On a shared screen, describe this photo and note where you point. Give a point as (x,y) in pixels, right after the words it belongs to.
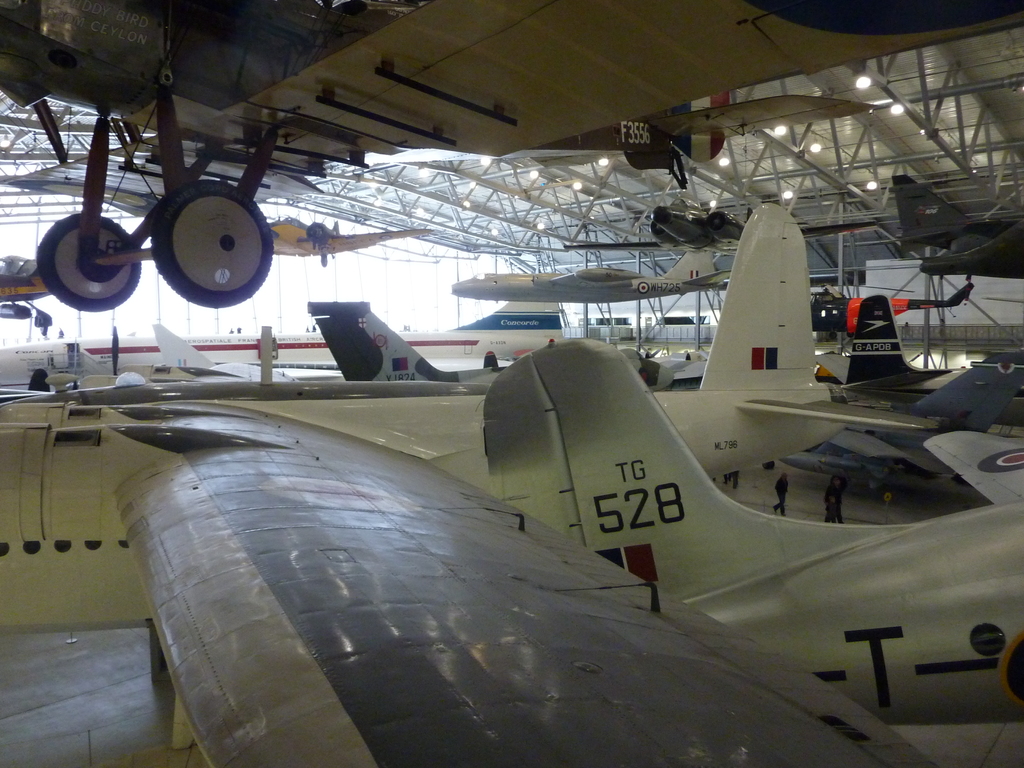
In this image group of airplanes (937,205) are held up rods (854,214) under a shed (114,210), some planes (722,516) are placed on the ground (140,710). In the background (792,477), we can see group of persons (838,515) standing on the ground (927,487).
